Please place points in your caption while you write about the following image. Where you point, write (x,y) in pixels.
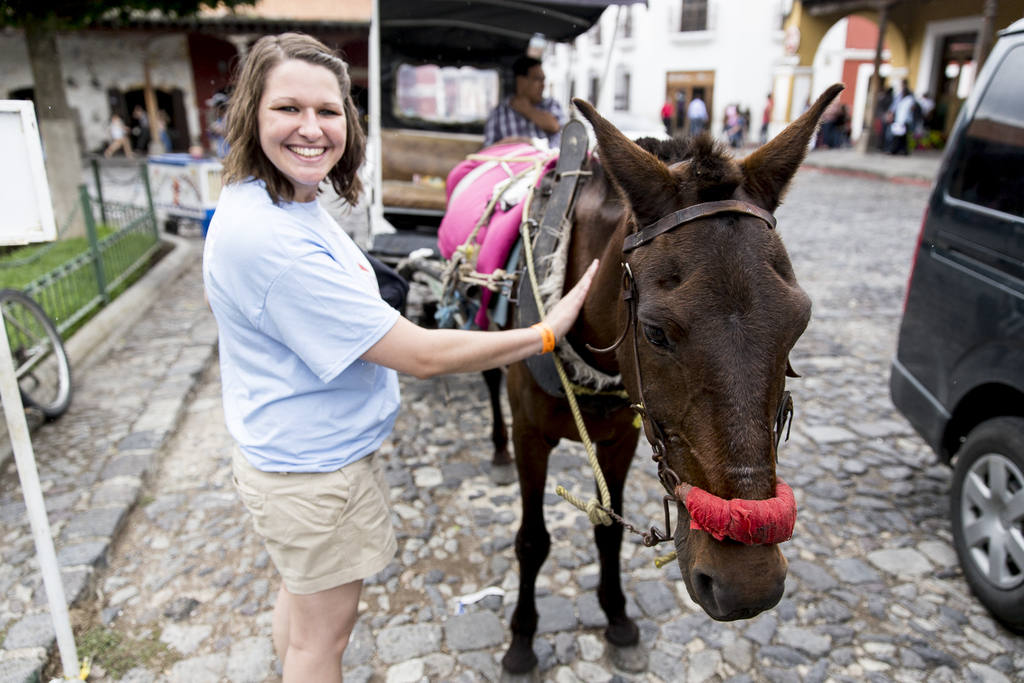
In this picture there is a woman (280,239) standing and smiling beside a donkey (580,259). In the background (542,118) there is a man (545,103) standing and some buildings (223,67) here. We can observe a car (972,235) in the right side (988,296).
